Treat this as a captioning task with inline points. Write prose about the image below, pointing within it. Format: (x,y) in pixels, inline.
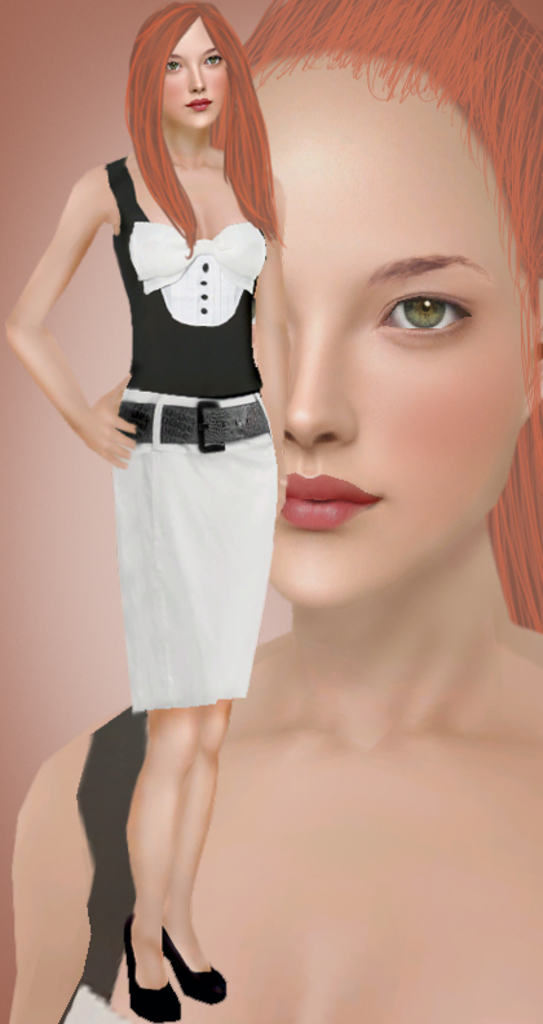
This is an animated picture. There is a woman (168,245) standing. Behind her there is an image (288,685) of a woman (326,544).
